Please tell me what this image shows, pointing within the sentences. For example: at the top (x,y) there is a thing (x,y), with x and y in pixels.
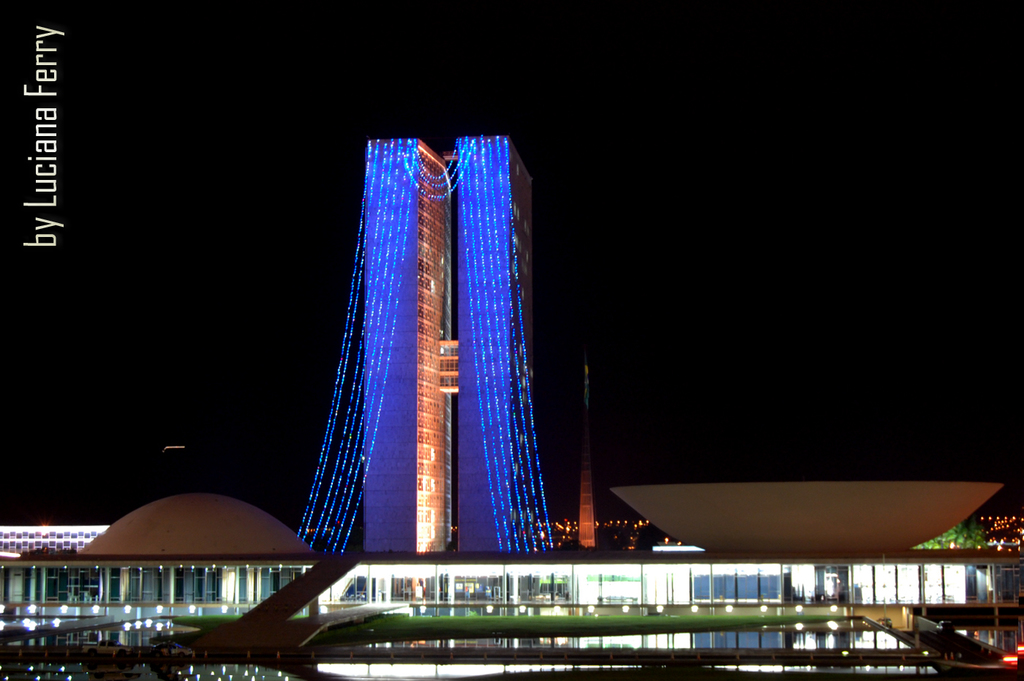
In this image I can see the water (694,639), few lights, few vehicles (159,648) on the ground (457,626), a huge building (249,567) and few blue colored lights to the building (565,569). I can see few trees (929,543), a tower (586,504) and the dark sky (231,191) in the background (696,225).
